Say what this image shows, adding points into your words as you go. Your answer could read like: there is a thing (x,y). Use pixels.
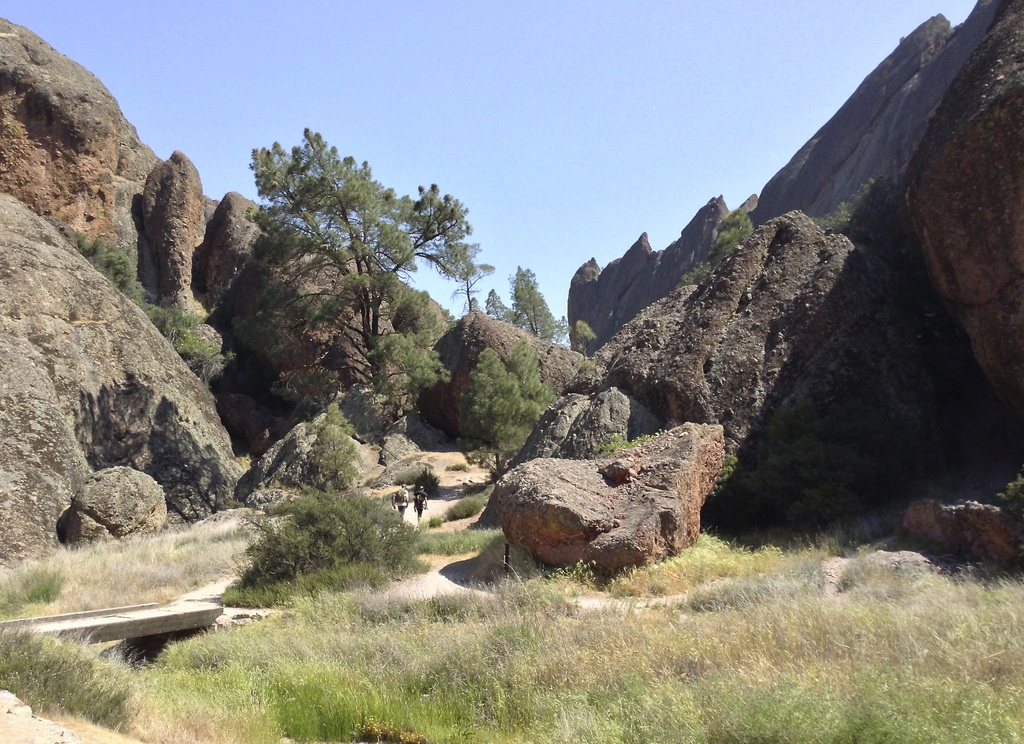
In this image I can see two persons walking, few trees (370,527) in green color. In the background (479,335) I can see few rocks (894,300) and the sky (453,132) is in blue and white color.
